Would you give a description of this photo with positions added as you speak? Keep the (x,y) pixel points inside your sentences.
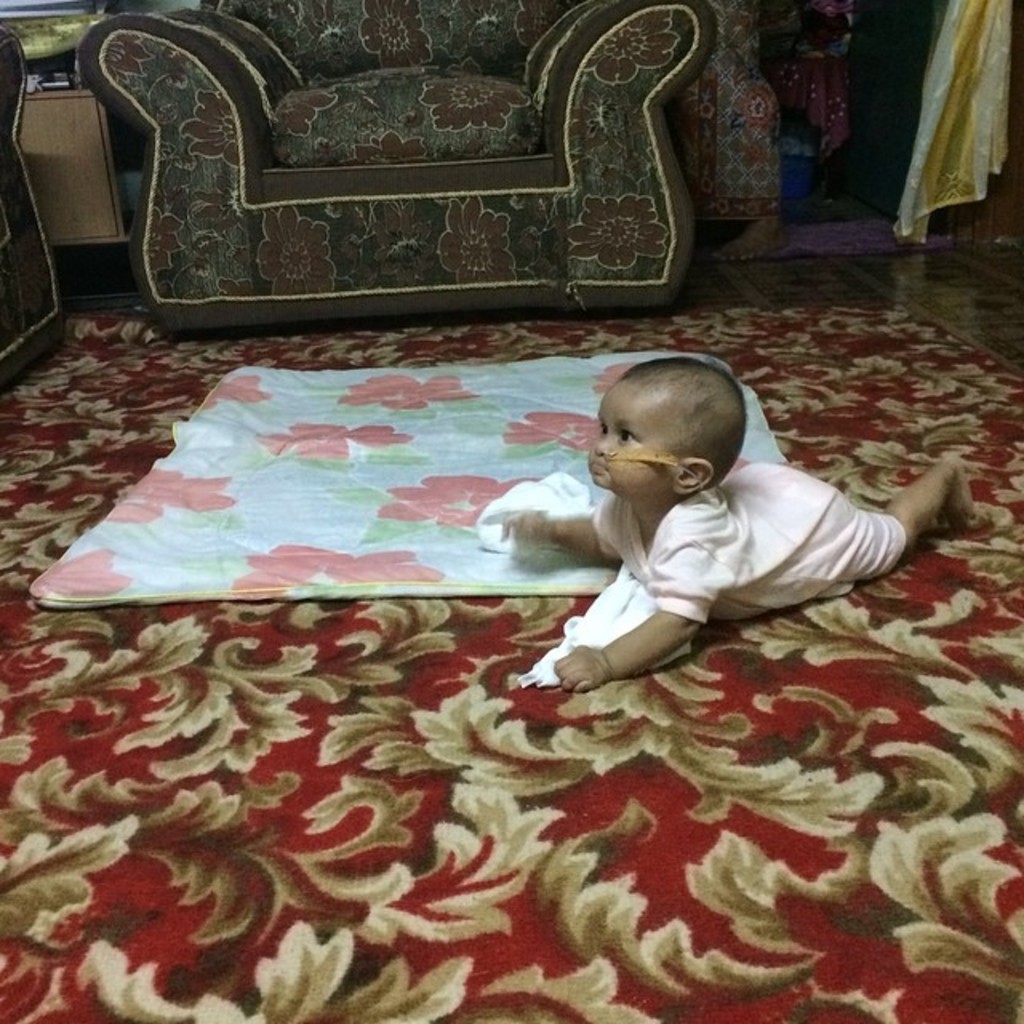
In this image i can see a baby (786,494) in a pink dress (761,560) is crawling on the floor (830,460), and i can see a floor mat (637,780) and the baby bed (350,456). In the background (354,251) i can see a couch (412,235) and few clothes (840,126).
